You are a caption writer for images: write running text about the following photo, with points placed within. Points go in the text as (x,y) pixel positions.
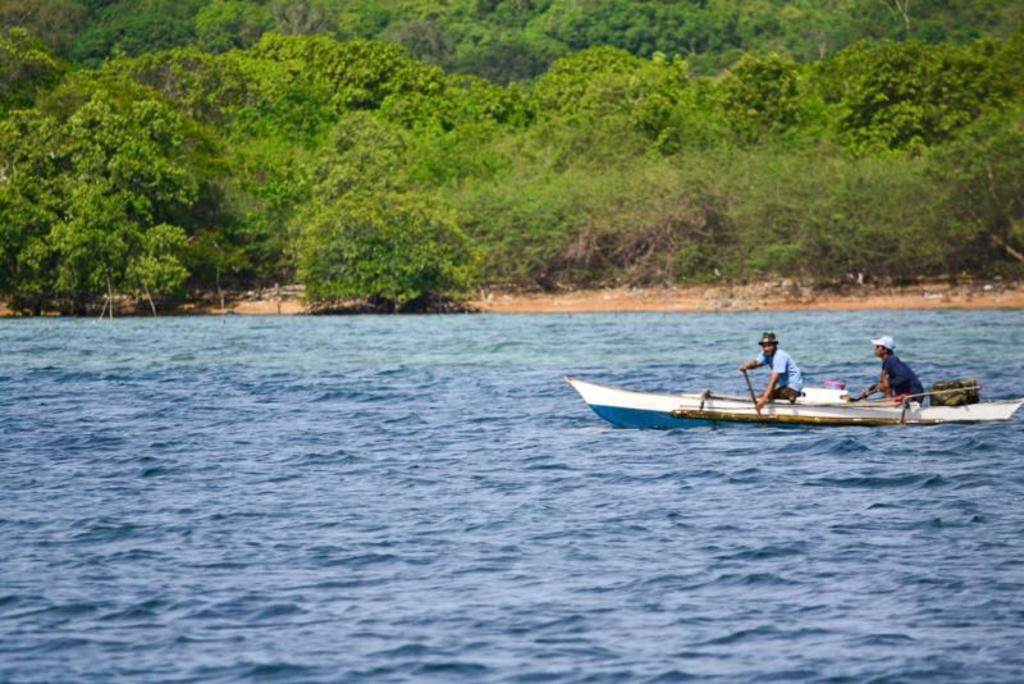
In this image I can see the water (420,501), a boat (638,413) which is blue and white in color on the water (677,450) and few persons (905,395) on the boat (775,410). In the background (707,139) I can see the ground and few trees (63,210).
